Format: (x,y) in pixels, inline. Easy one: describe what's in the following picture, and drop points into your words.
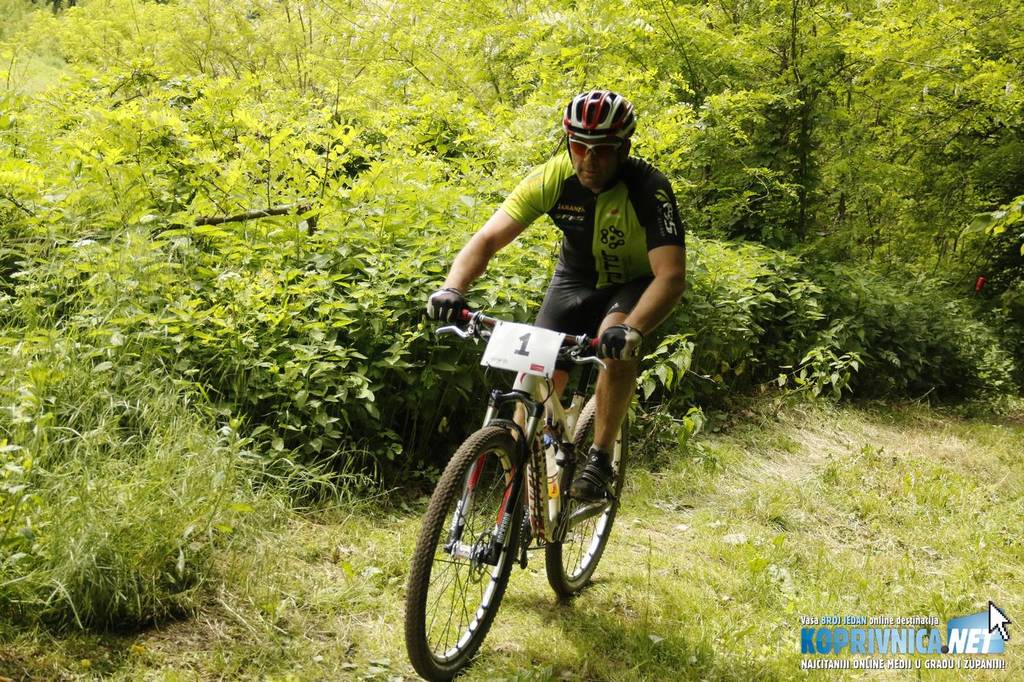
In this picture we can see a man (572,174) wore a helmet (611,133), goggles (616,147), gloves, shoes (606,479), riding a bicycle (555,456) on the ground (931,544) and in the background (635,457) we can see the grass (960,511), trees (729,154) and at the bottom right corner of this picture (965,649) we can see a cursor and some text (963,639).
